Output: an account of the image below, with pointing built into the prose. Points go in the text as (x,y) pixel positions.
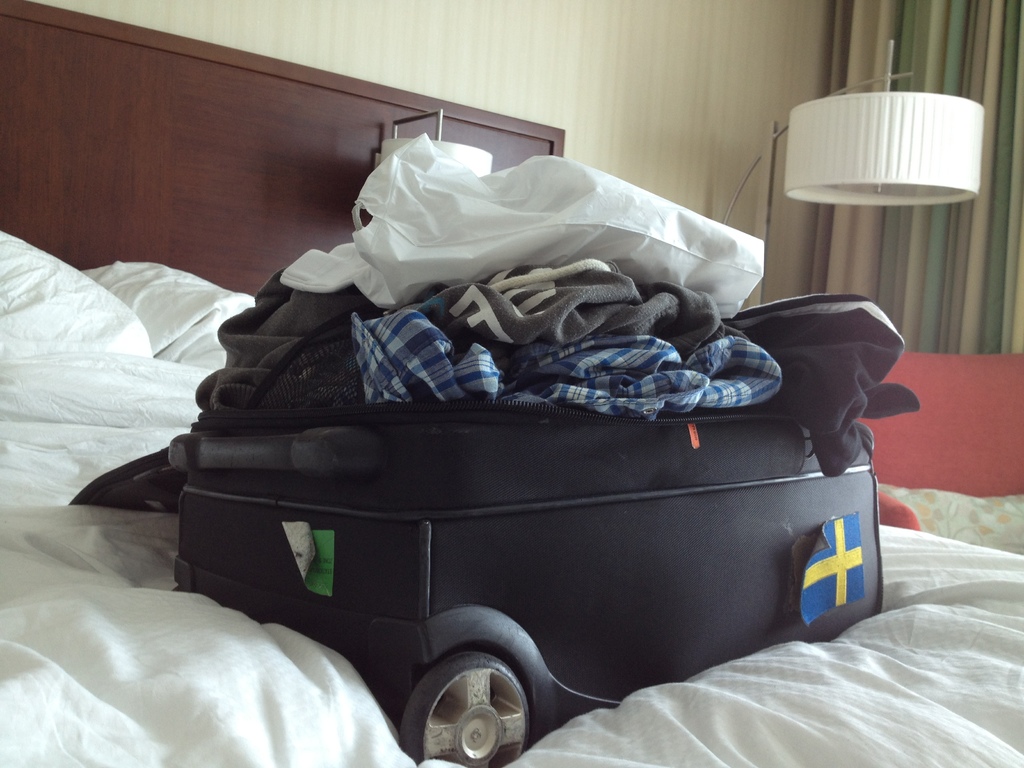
here in this picture we can see bed (186,427) and we can see the bag (621,589) on the bed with some clothes (594,321), we can also see the chair (937,467) near to the bed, we can see the lamp (854,168).
